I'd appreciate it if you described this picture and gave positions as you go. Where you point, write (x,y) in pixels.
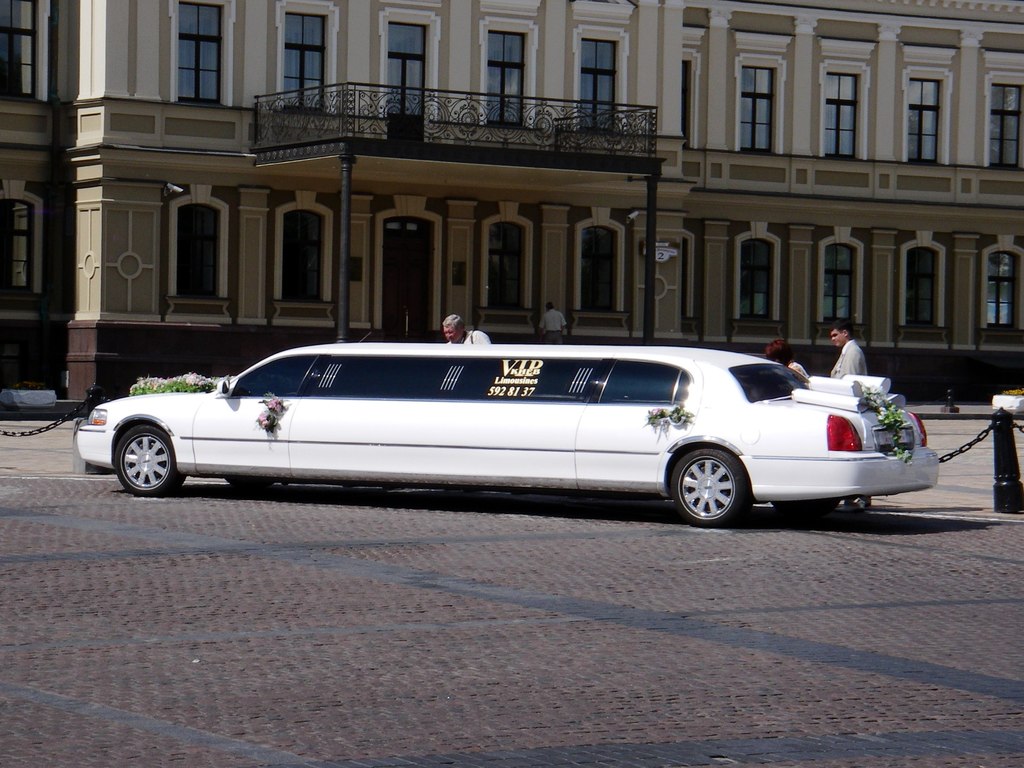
In this picture I can see a car (646,408) and few persons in the middle (433,425), in the background (235,250) there is a building (645,220). There are chains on either side of this image.
